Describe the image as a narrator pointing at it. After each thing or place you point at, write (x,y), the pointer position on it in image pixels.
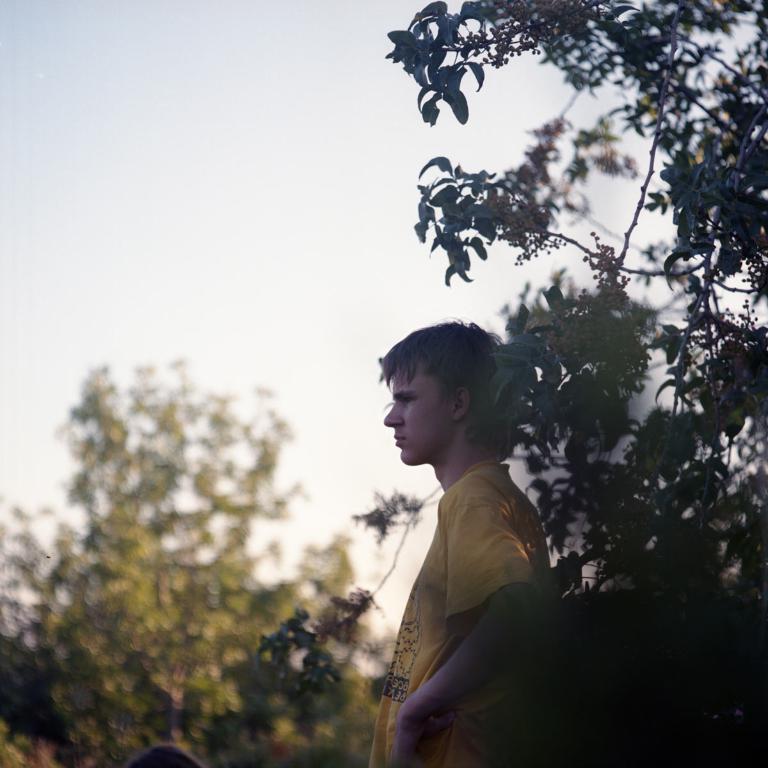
In this image there is a man (436,589) with yellow color t shirt (502,585). There are trees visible in this image. Sky (273,257) is also present.
